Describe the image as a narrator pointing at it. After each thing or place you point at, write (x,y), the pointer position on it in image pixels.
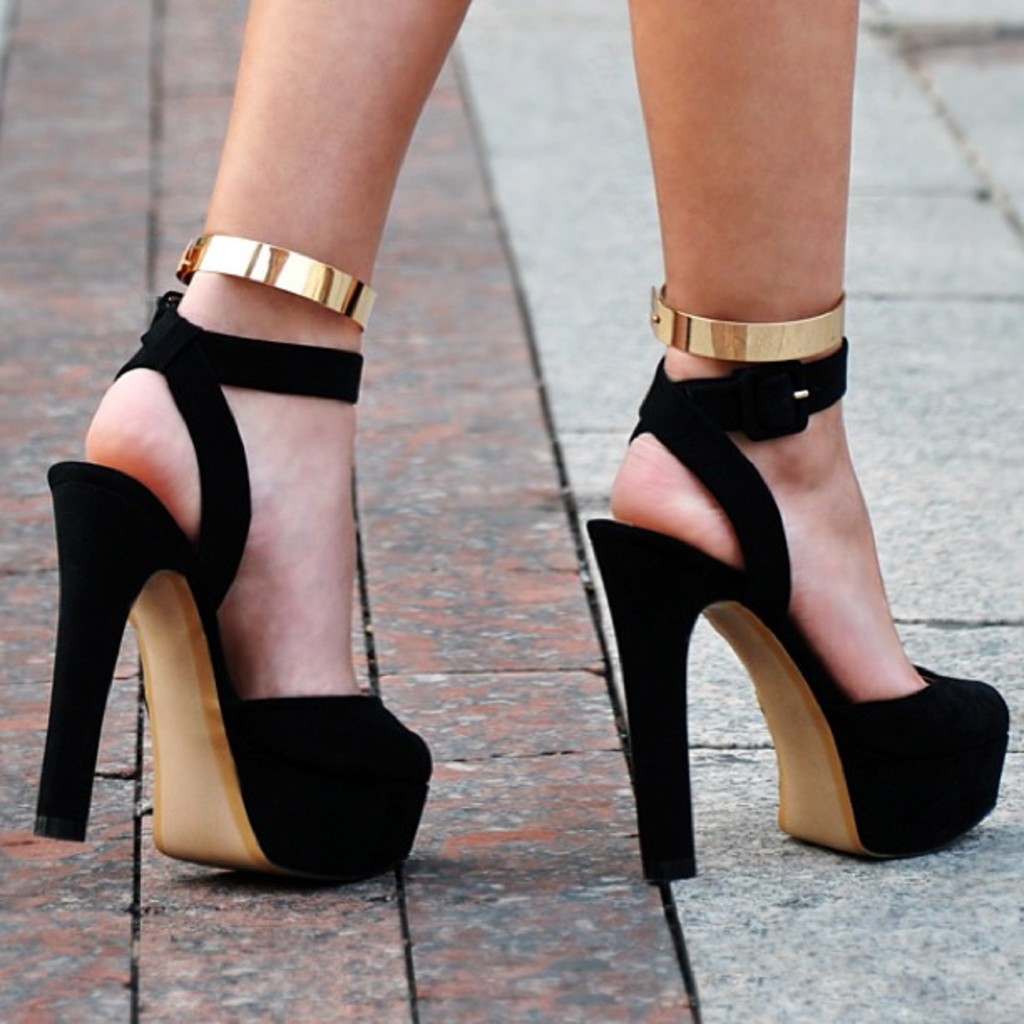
In this image, we can see legs (769,148) of a woman (414,88), she is wearing black color shoes (296,789).
